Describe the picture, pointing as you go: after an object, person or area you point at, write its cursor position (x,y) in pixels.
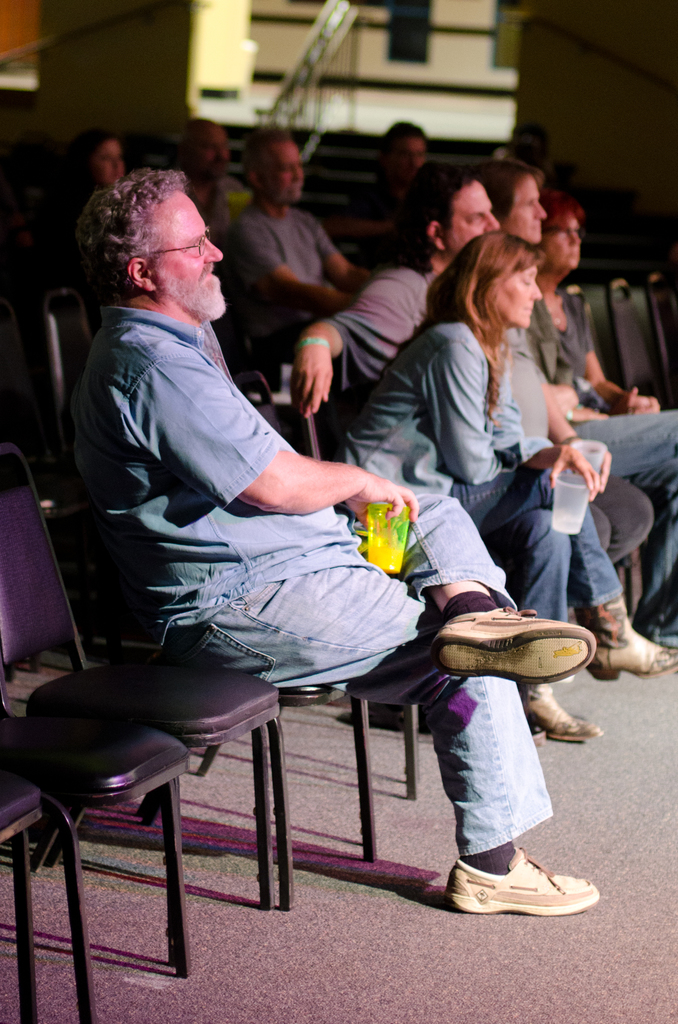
In this image I can see there are group of people (375,382) who are sitting on a chair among them few are holding glass (561,508) in their hands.
